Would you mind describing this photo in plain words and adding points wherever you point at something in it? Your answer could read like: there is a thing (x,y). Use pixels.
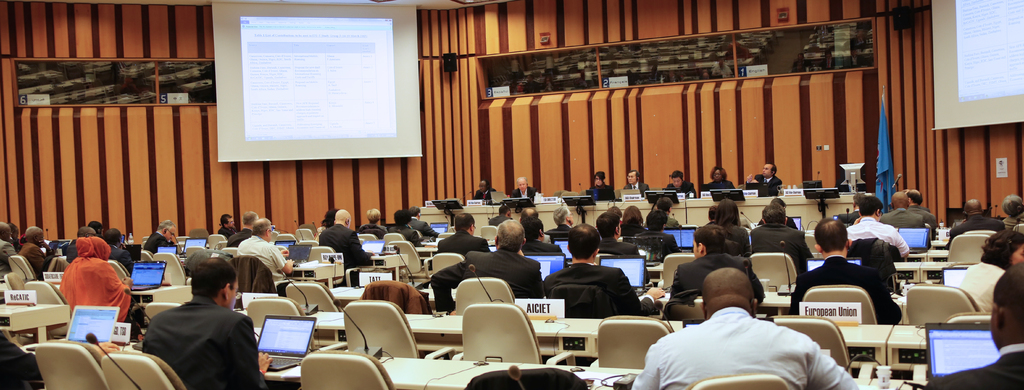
In this image, we can see a group of people (601,276) are sitting on the chairs (730,379). Here we can see desks (904,327). On top of that we can see few laptops (971,327) and some items (618,383). Background (880,147) we can see wall (871,182), flag (883,160), some poster (996,167). Here we can see screens (329,86) and speakers (445,57).
